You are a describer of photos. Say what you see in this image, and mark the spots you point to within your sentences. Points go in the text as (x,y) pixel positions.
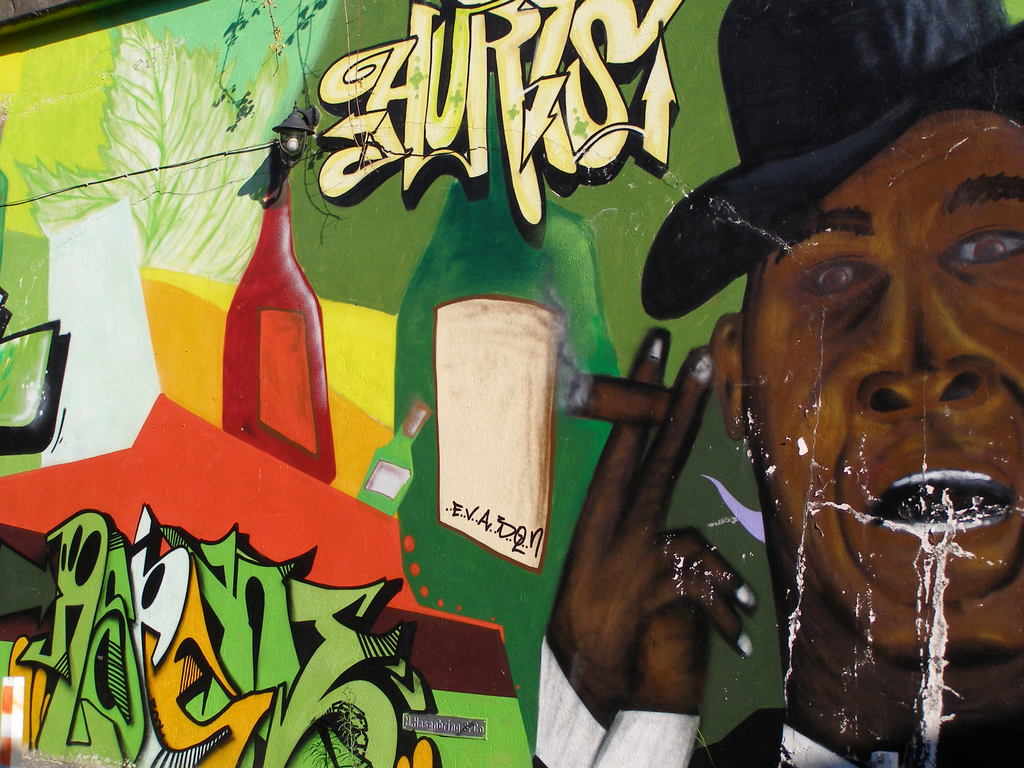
In the image in the center (662,387) there is a wall (359,371). On the wall (346,324), we can see some painting (570,398), in which we can see a human face (884,452), bottles (269,431) etc.
